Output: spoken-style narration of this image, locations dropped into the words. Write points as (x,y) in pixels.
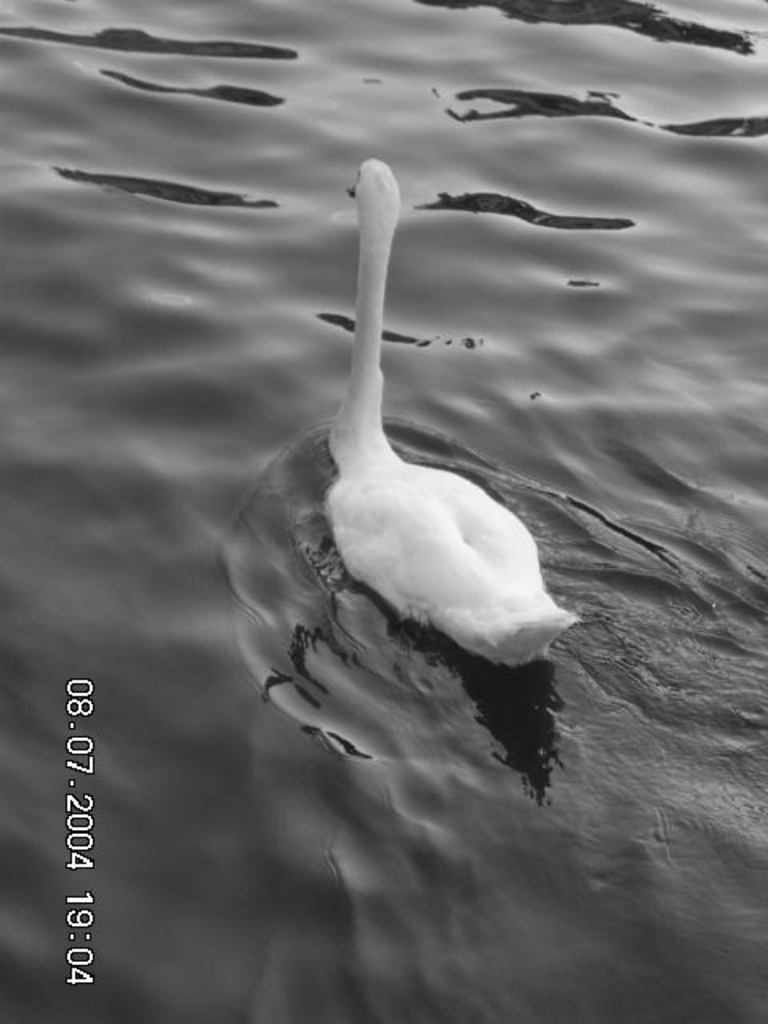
In this image there is a swan (364,535) swimming on the water (338,595). To the left (77,794) there are numbers (77,794) on the image.
